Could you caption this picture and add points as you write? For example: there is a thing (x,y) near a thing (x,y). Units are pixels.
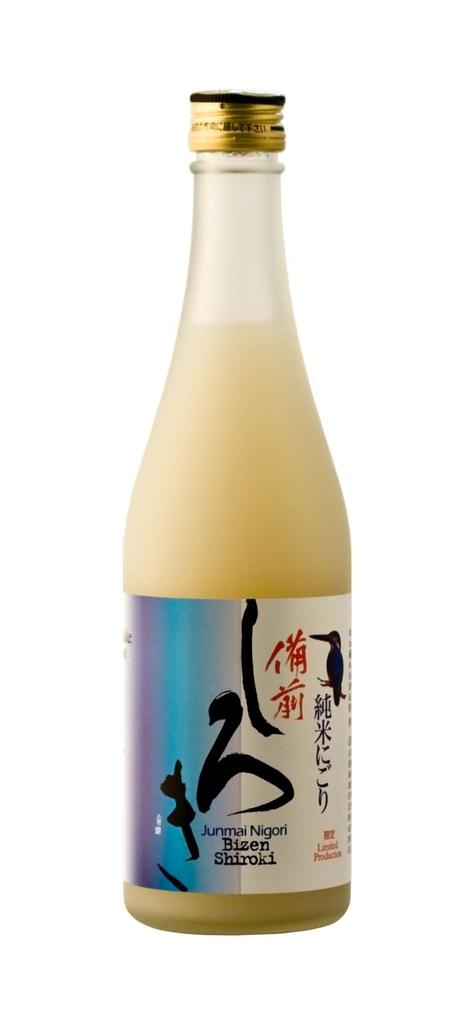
In this image i can see a glass bottle (238,574) with a cap (252,129).
